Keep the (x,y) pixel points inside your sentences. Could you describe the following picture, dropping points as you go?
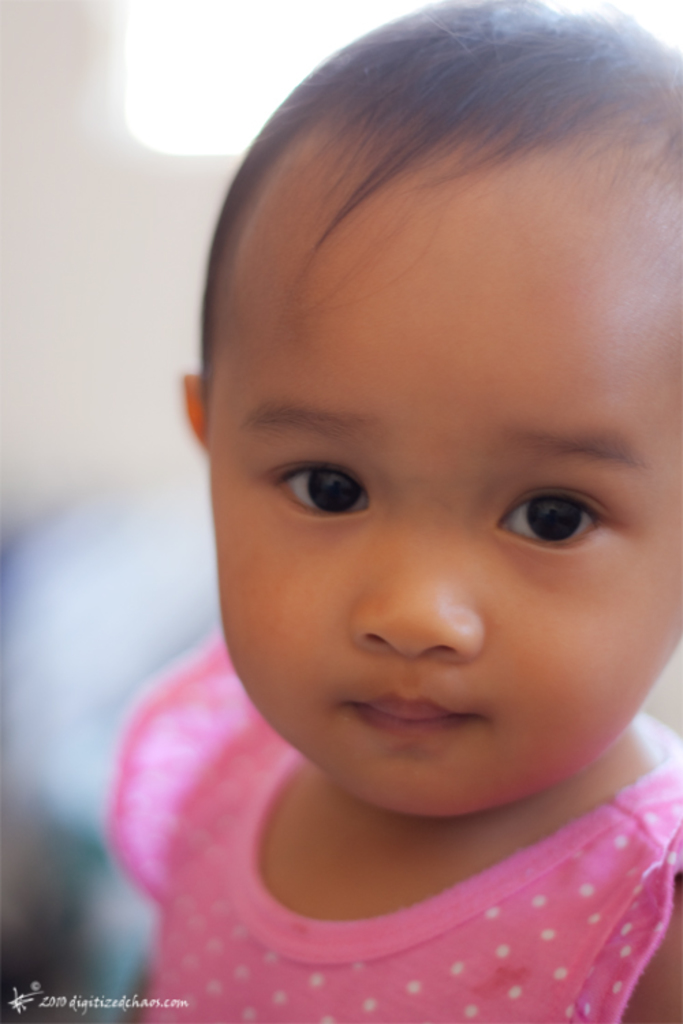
This picture is taken inside the room (120,717). In this image, we can see a girl (616,571). In the background (133,164), we can see white color.
